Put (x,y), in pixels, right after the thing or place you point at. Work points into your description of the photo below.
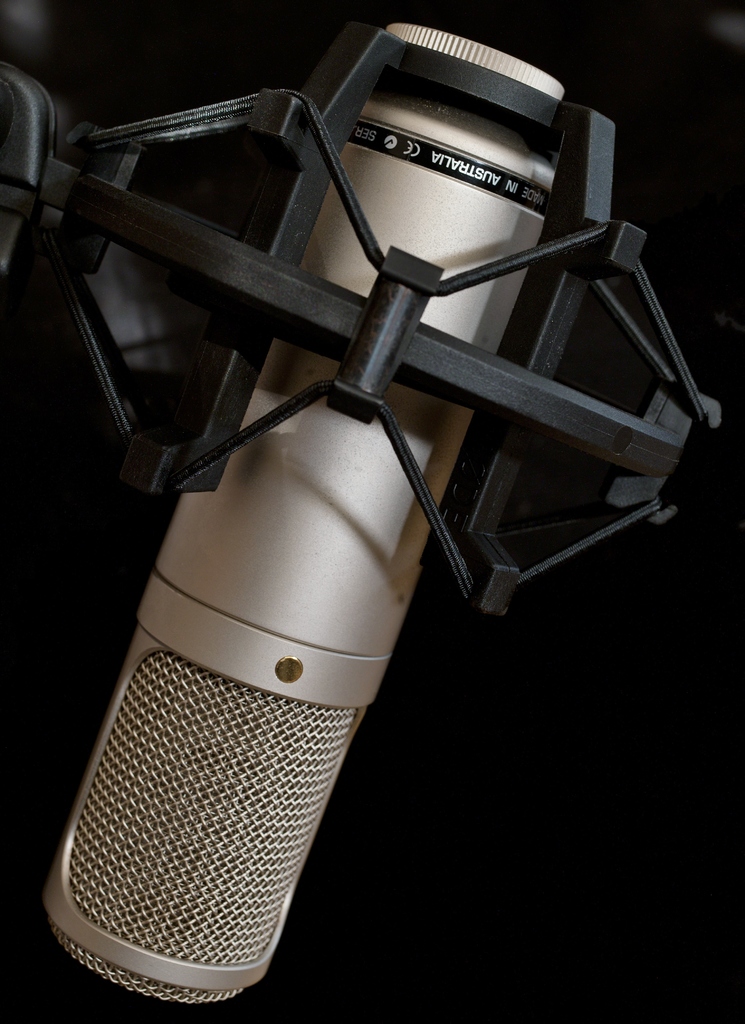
In this picture there is microphone (349,526) on a microphone stand (564,306). There is text (484,176) on it. The background (547,699) is dark.
